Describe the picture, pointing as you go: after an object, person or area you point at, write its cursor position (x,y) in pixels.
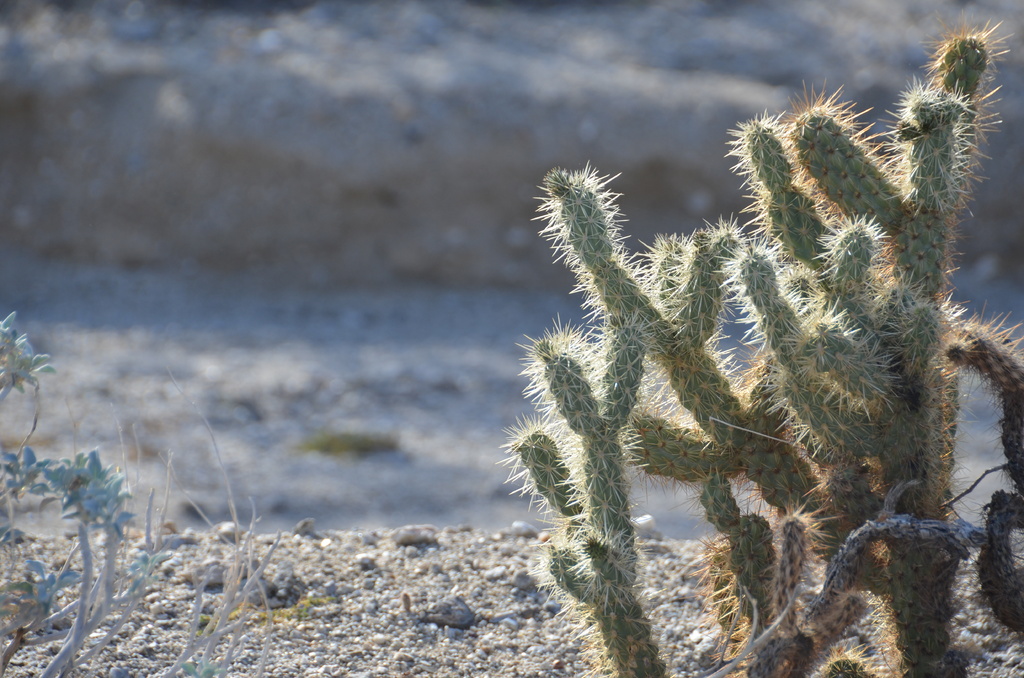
In this picture we can see a few cactus plants (954,170) on the right side (844,477). We can see a few stones (328,616) on the ground (161,630). There are some plants (128,521) visible on the left side (41,483). Background (430,443) is blurry.
